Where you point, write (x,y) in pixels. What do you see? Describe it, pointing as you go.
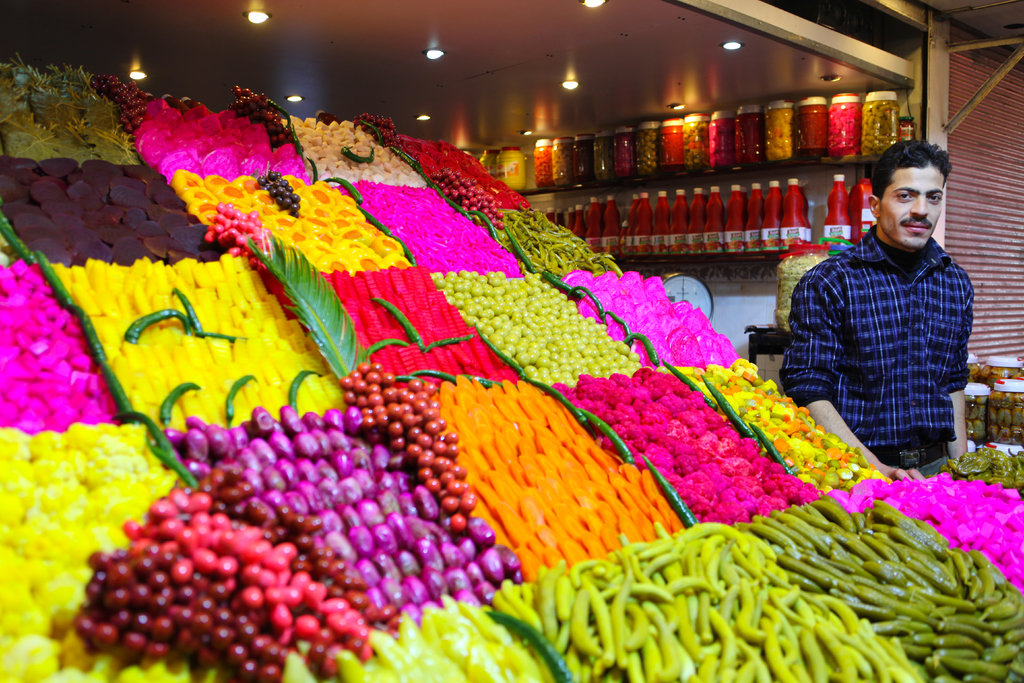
There are different varieties of fruits (284,369) present as we can see in the middle of this image (607,269). There is one person (843,372) standing on the right side of this image (854,346). We can see the bottles (754,234) are kept on a shelf (830,159) which is at the top of this image (790,164).
